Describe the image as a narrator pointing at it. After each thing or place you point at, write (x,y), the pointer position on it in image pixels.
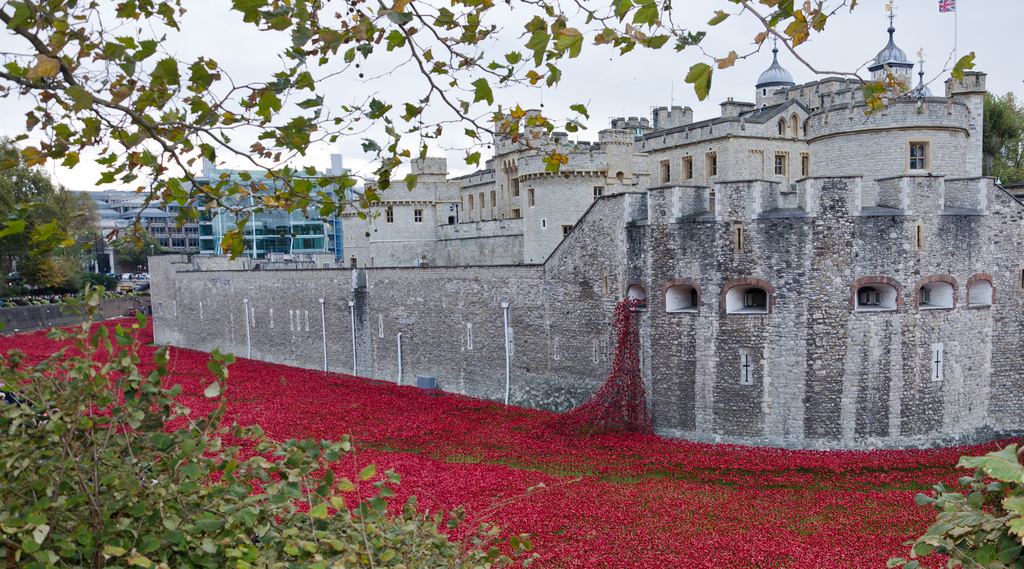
In this image at the center (410,315) there are buildings (847,139). On the left side of the image (72,546) there are trees (183,145). On the surface (413,430) there are flowers (402,442).
